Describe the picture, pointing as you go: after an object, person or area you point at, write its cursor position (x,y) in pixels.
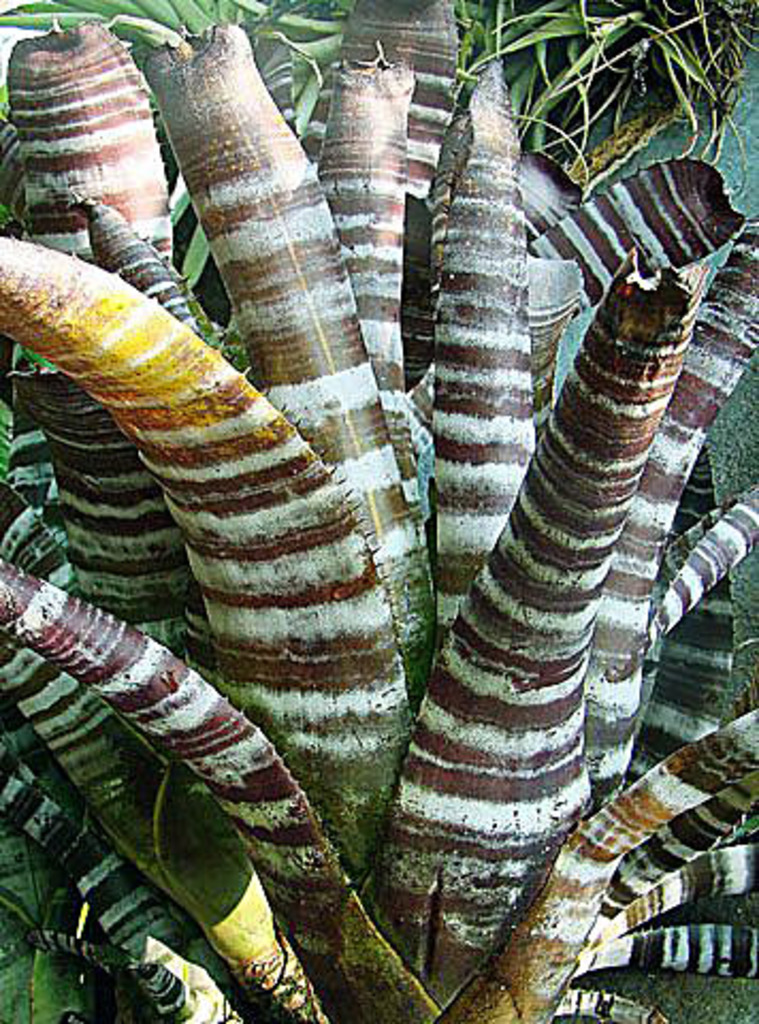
In the middle of the image (335,383), there is a plant (364,578). In the background (195,20), there are other plants (547,64).
